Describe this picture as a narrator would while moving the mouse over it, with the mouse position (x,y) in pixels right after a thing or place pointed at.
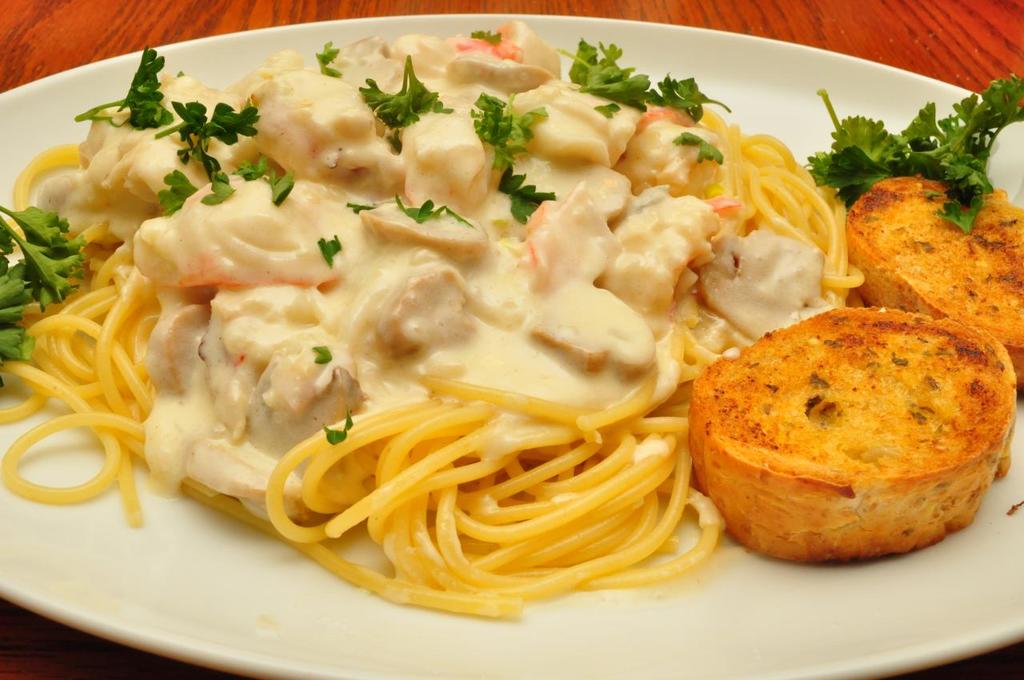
In this image we can see a plate (115,515) on a wooden surface (56,35). On the plate (44,115) there is a food item (296,218) with noodles (384,446), leaves (19,239) and some other items (743,357).
